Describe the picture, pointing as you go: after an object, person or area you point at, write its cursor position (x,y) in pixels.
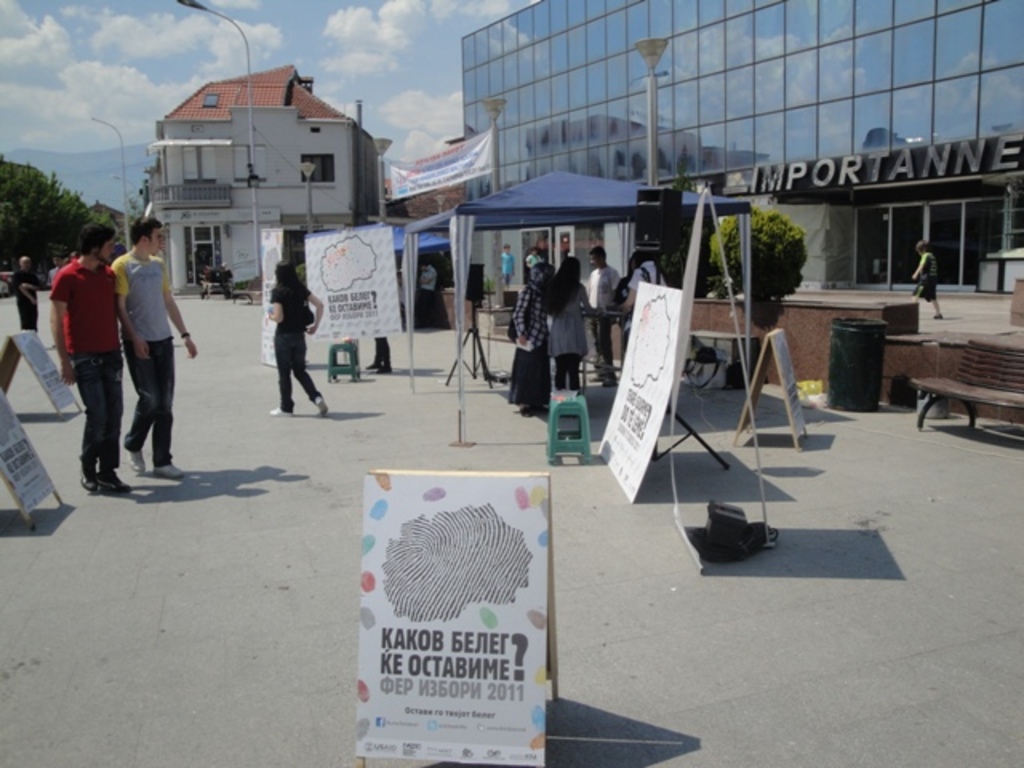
In this image I can see the group of people (164,394) with different color dresses (148,383). I can see the boards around these people (569,319). To the right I can see the bench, table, tents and few more people (536,351). In the background (403,213) I can see the poles (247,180), banner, buildings (269,161), trees (5,213), clouds (381,23) and the sky (110,94).
